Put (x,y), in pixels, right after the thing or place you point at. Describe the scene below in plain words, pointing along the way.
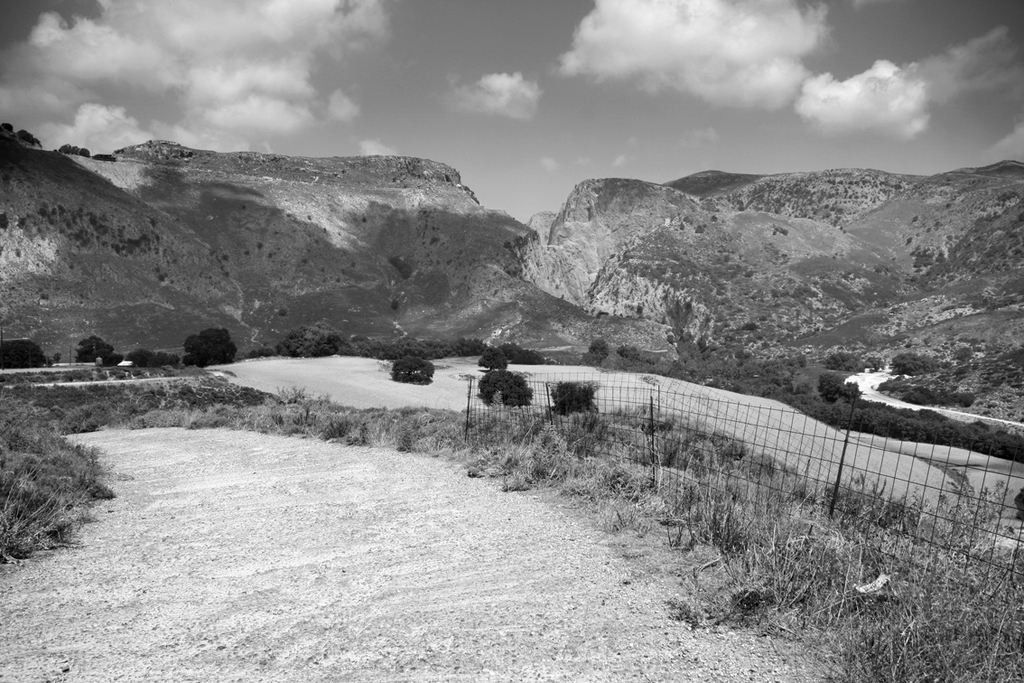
In this image there are some mountains (569,261) at middle of this image (664,251) and there are some trees (479,388) and some plants (615,466) at bottom of this image (744,488) and there is a fencing wall (566,424) at right side of this image (694,438) and there is a cloudy sky (447,63) at top of this image (434,86).
